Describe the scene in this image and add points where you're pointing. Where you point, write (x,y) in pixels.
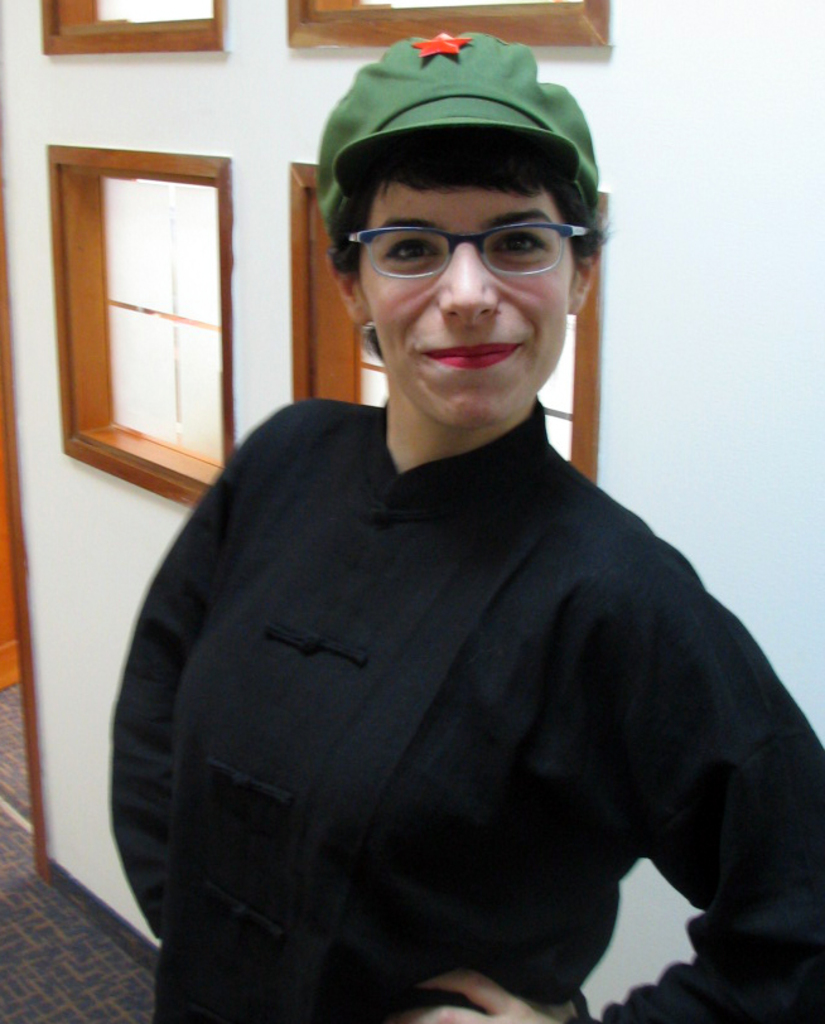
This image consists of a woman (449,718). She is wearing a black dress (352,701), specs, and a cap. There are windows (92,177) behind her. She is standing.
